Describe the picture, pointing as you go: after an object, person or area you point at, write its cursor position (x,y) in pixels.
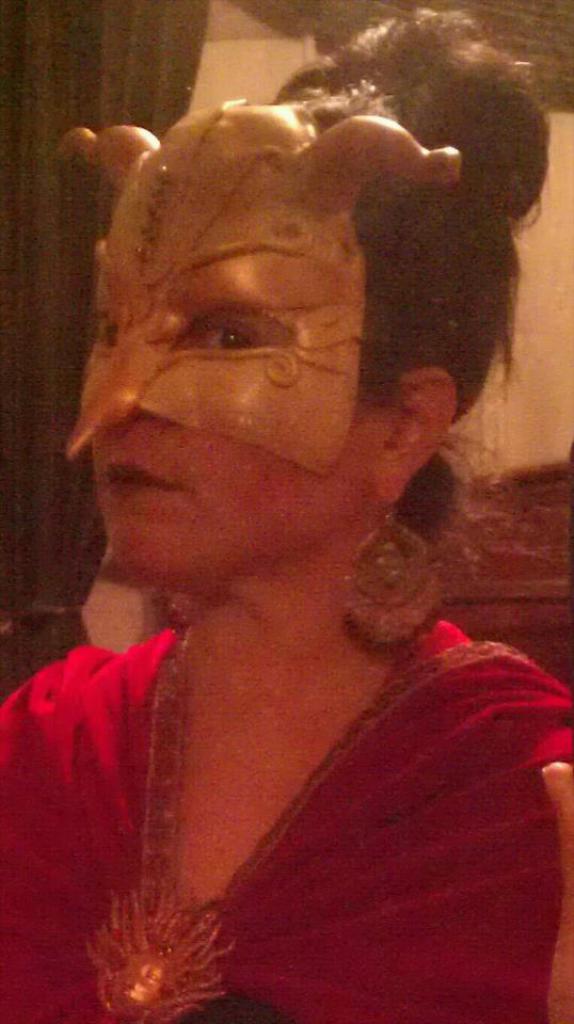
As we can see in the image in the front (360,388) there is a woman (348,504) wearing red color dress (89,882) and a mask (180,322). In the background (535,264) there is a wall (567,351) and curtain (146,65).
